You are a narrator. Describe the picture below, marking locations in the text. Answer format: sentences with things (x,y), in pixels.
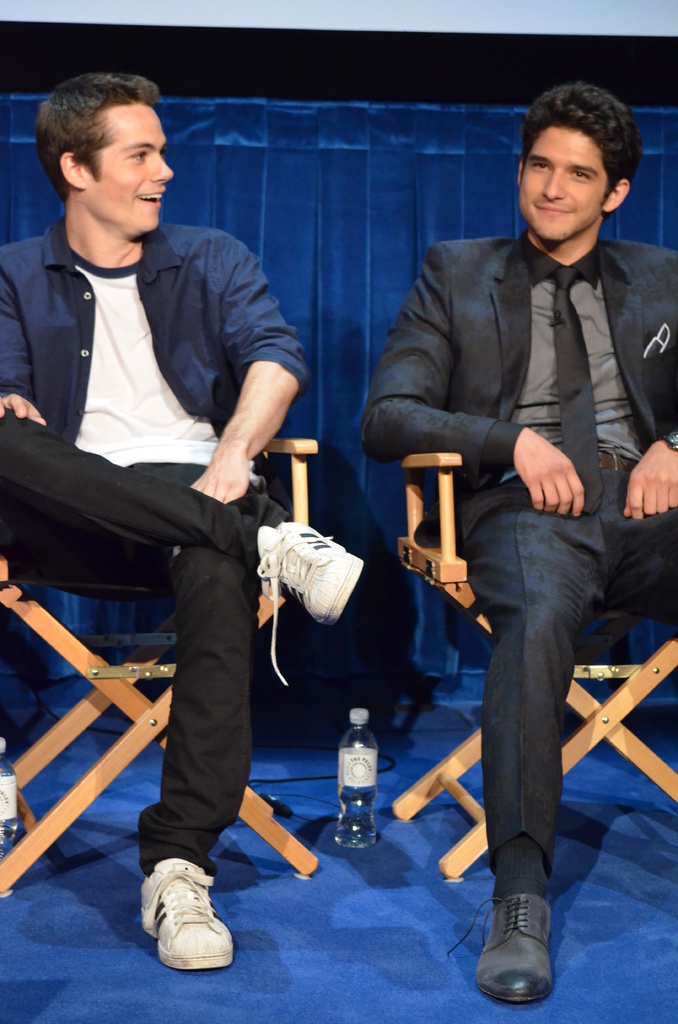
In the picture we can see a two men (227,409) are sitting on the chairs (443,456), one man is in black color blazer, tie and shirt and one man (158,154) is in blue shirt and white shoes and behind we can see a blue color surface (283,433).
